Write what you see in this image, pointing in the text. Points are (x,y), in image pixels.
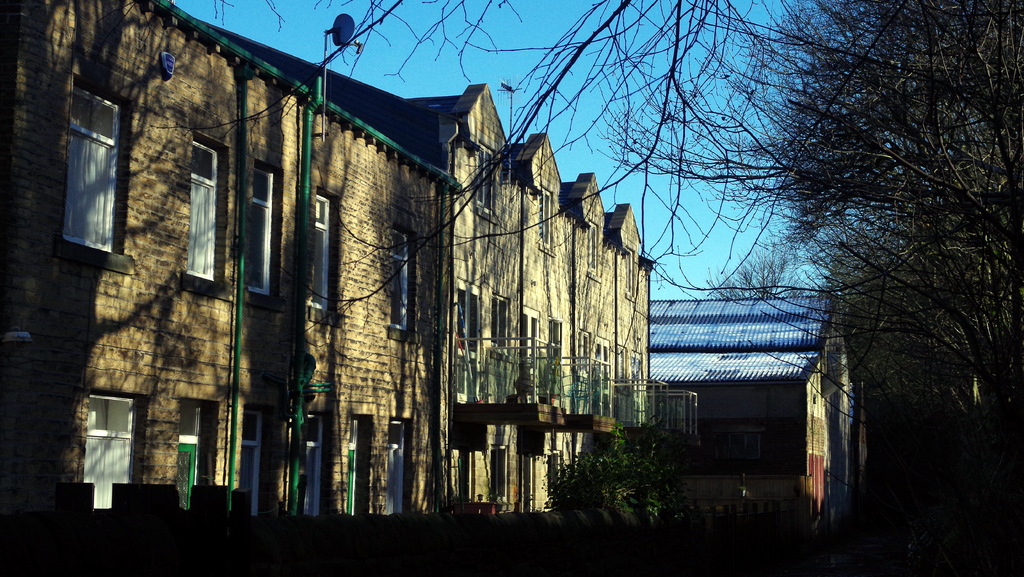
In this image I can see few buildings (621,389), few trees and number of windows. On the top side of the image (316,13) I can see the sky (566,179) and on the top left side of the image (328,57), I can see an object (327,40) on the building (273,111).
